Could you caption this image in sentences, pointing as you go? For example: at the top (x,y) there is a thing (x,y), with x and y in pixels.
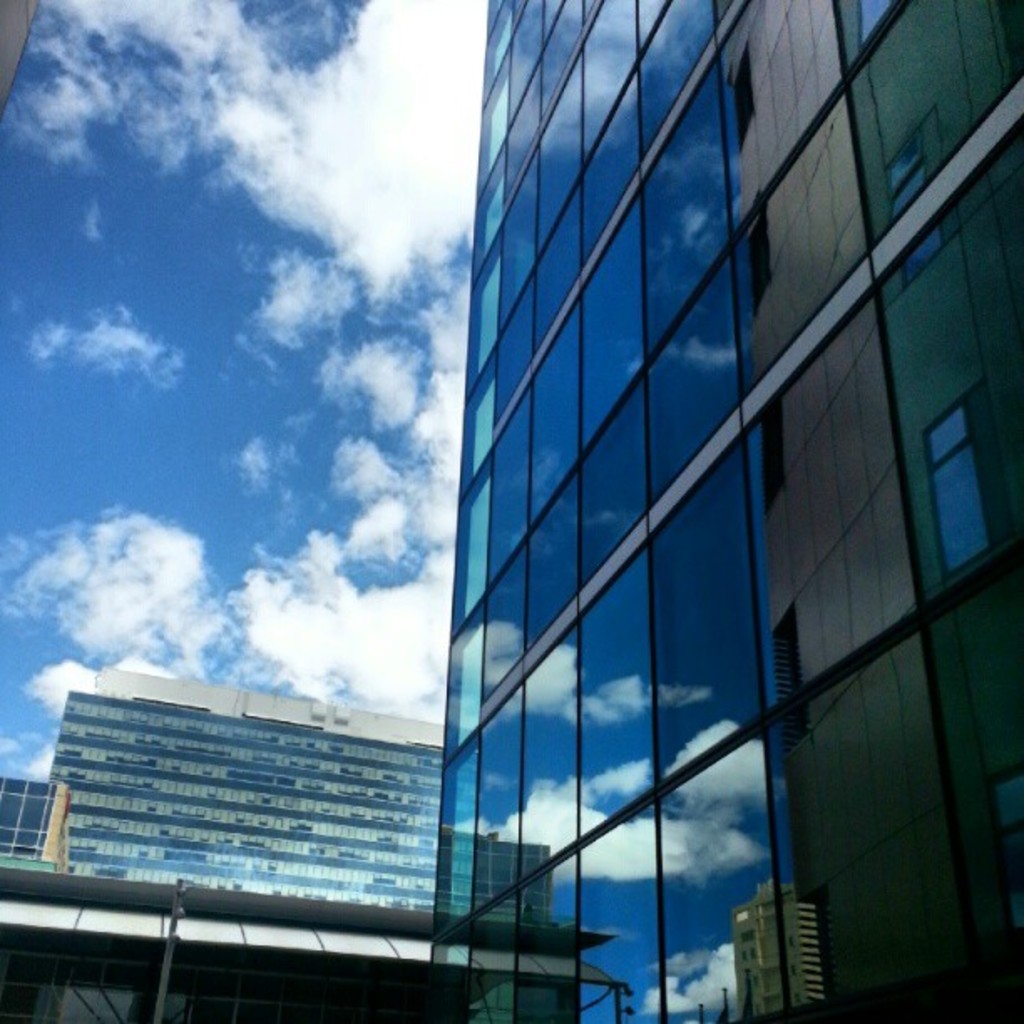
In this picture we can see there are buildings (190,775) and behind the buildings (275,784) there is the cloudy sky (242,483).
